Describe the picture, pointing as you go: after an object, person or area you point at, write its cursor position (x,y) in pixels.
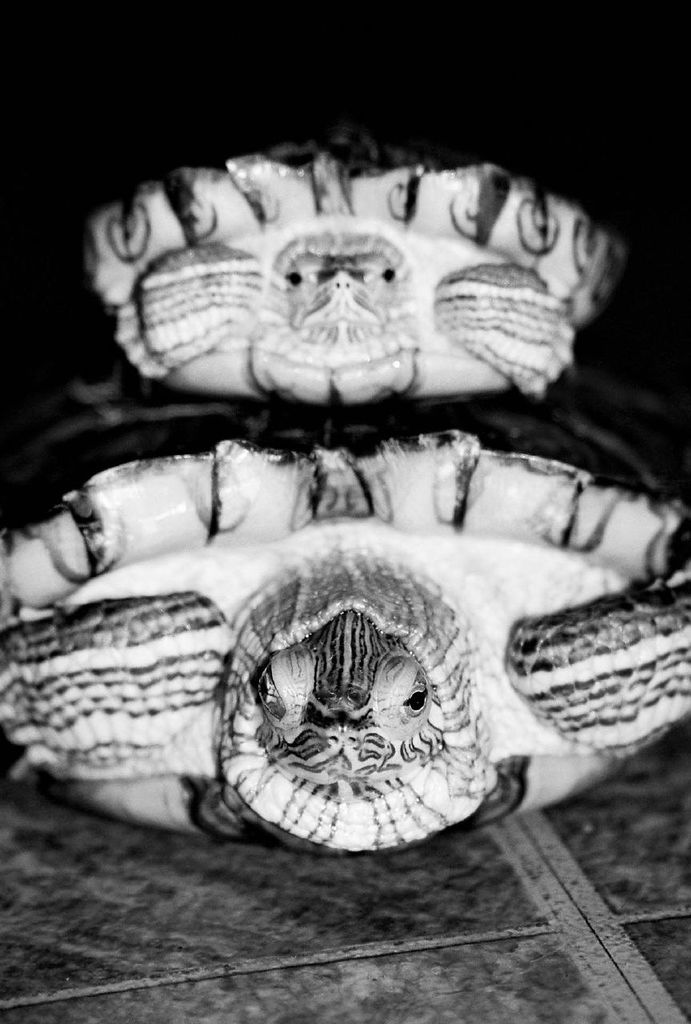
In this picture we can see animals (369,737) on the ground (569,913) and in the background (503,149) it is dark.
